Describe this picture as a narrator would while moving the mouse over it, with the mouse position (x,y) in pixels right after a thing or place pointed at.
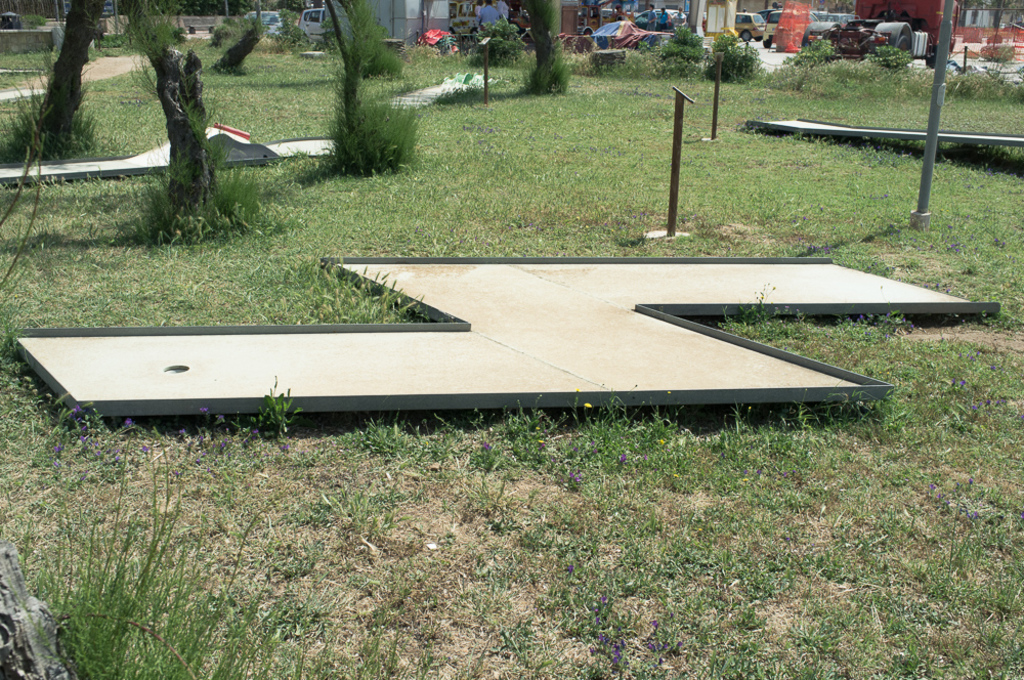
In this picture there are trees (356,34) and there is a board (479,327) in the foreground (469,313). At the back (423,17) there are vehicles (596,9), buildings (720,0) and there are group of people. At the bottom (598,568) there is grass (549,567).
